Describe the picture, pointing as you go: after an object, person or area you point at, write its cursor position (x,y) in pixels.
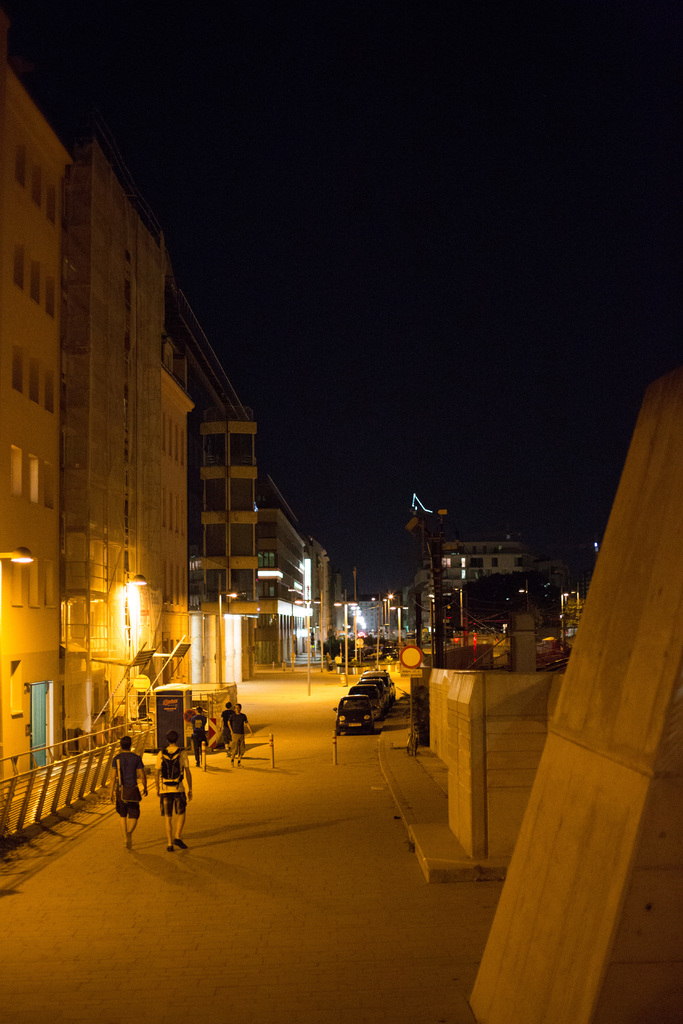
In this image we can see buildings (39,229) with windows (191,598), people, vehicles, light poles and we can also see the sky (452,7).
